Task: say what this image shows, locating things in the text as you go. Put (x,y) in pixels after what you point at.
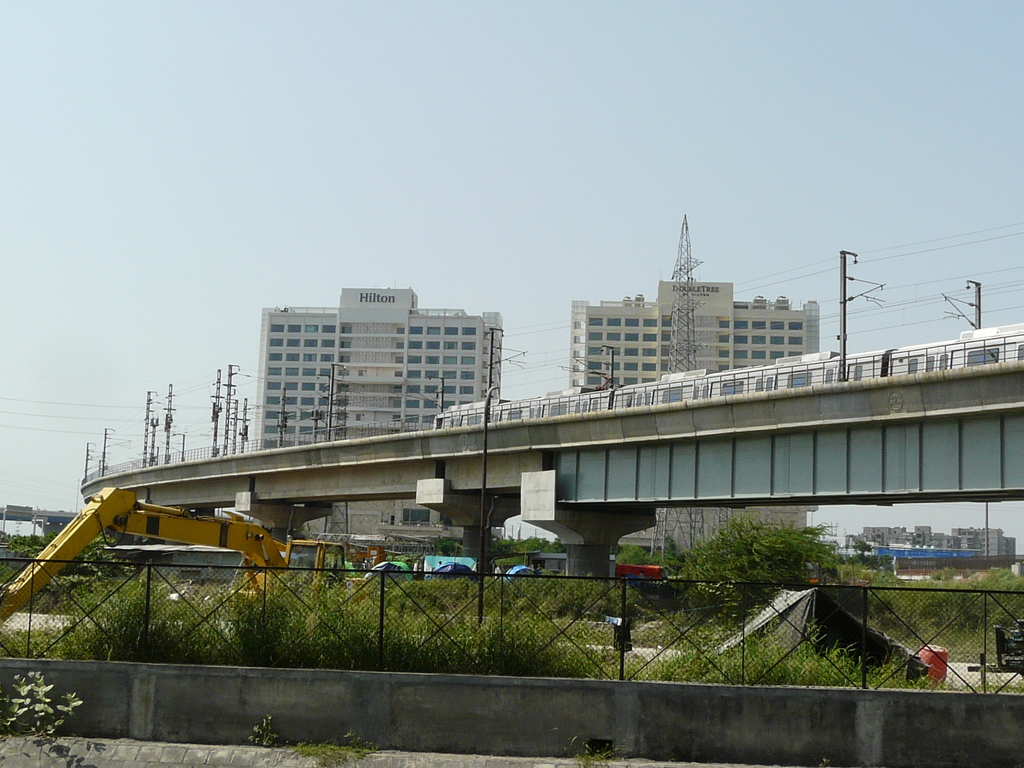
In this image, I see a fence (521,592) and a vehicle (26,570) in front (261,592) and lots of plants (647,559). In the background (1009,372) I see a bridge (669,416) on which there is a metro (1004,329) and there are 2 buildings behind and the sky (466,301).
